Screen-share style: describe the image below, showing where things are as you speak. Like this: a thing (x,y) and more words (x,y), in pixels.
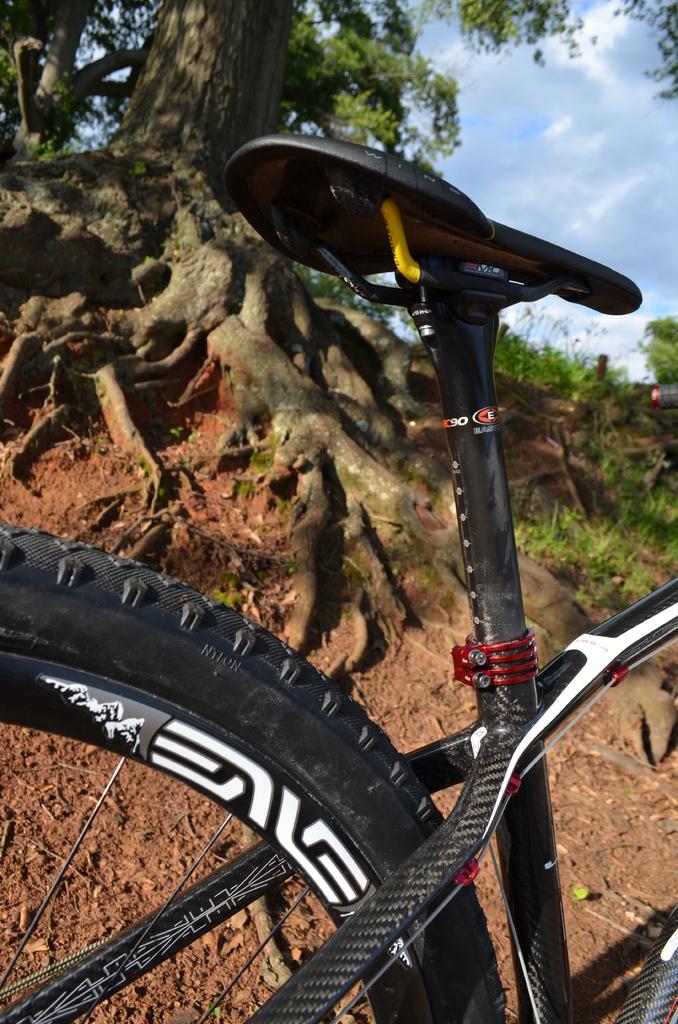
In this picture there is a bicycle (364,262) in the foreground (484,909). At the back (232,143) there are trees (371,382). At the top (561,81) there is sky (549,96) and there are clouds (568,123). At the bottom (614,883) there is grass (633,501) and mud (39,874).
